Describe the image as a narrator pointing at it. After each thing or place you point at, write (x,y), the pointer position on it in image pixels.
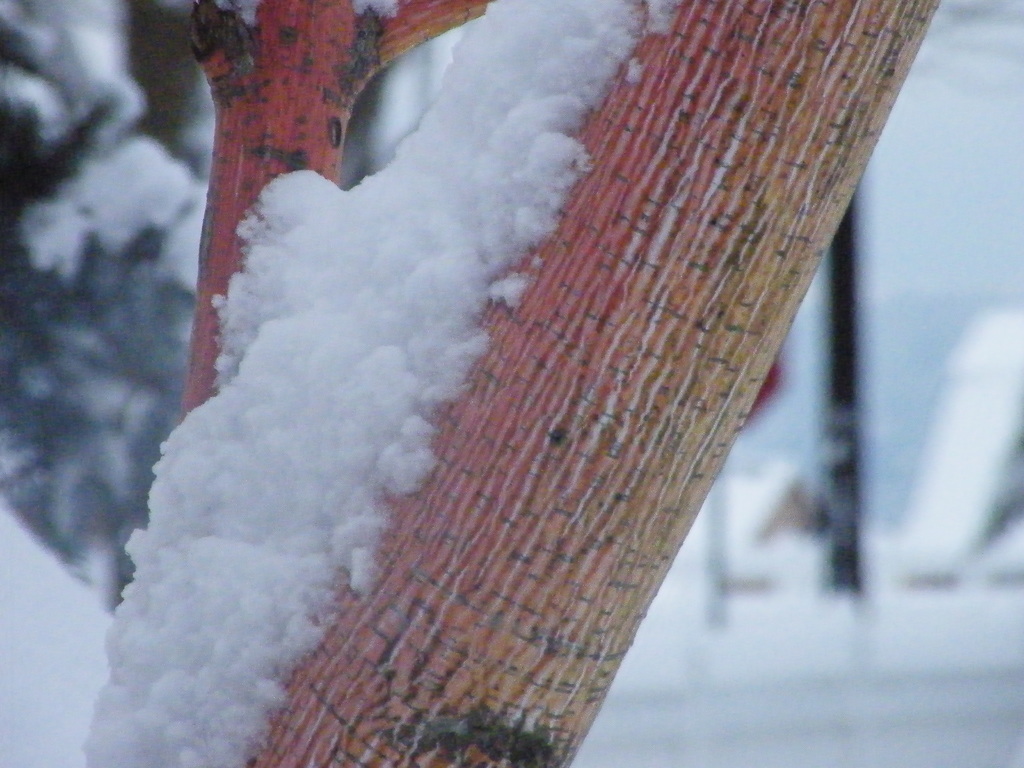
In this image we can see some snow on the bark (499,504) of a tree (514,440). On the backside (119,422) we can see a pole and a tree (118,435).
